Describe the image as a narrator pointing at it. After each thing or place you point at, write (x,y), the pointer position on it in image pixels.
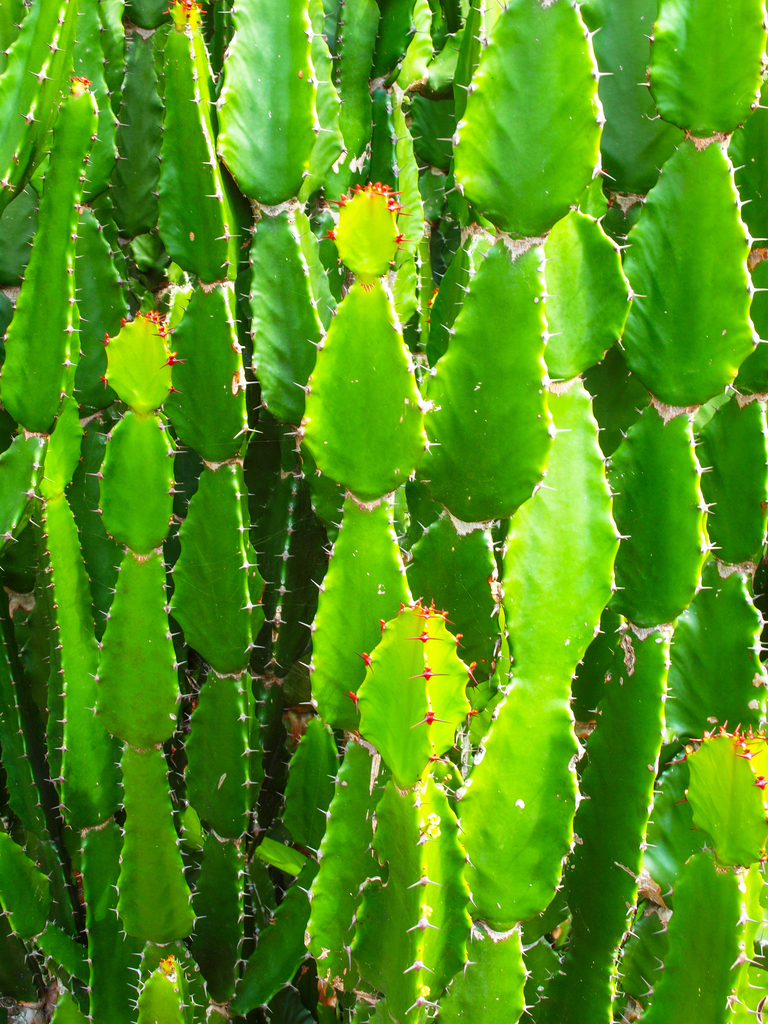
In this image we can see some cactus plants (359,632).
